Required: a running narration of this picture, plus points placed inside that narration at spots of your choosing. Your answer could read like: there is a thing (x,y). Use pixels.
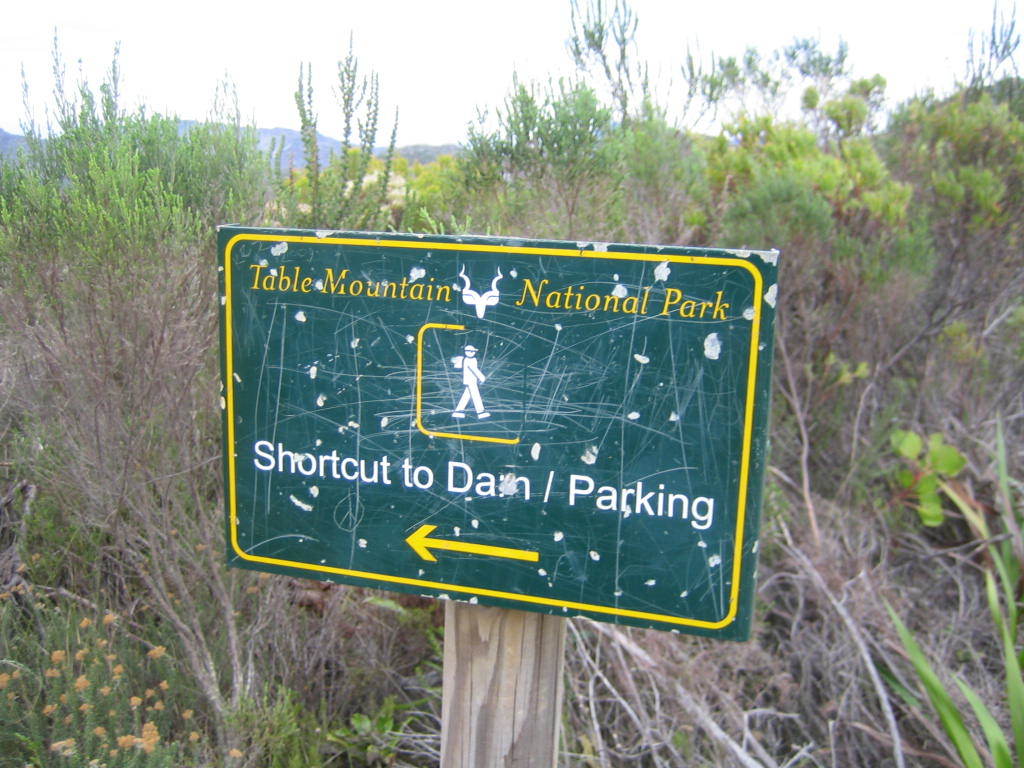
There is a green board (405,445) at the center (385,445). It has yellow borders (251,237) and a yellow arrow (477,549) at the bottom (417,541). There are plants (179,681) behind it and there is sky (338,24) on the top (605,27).
